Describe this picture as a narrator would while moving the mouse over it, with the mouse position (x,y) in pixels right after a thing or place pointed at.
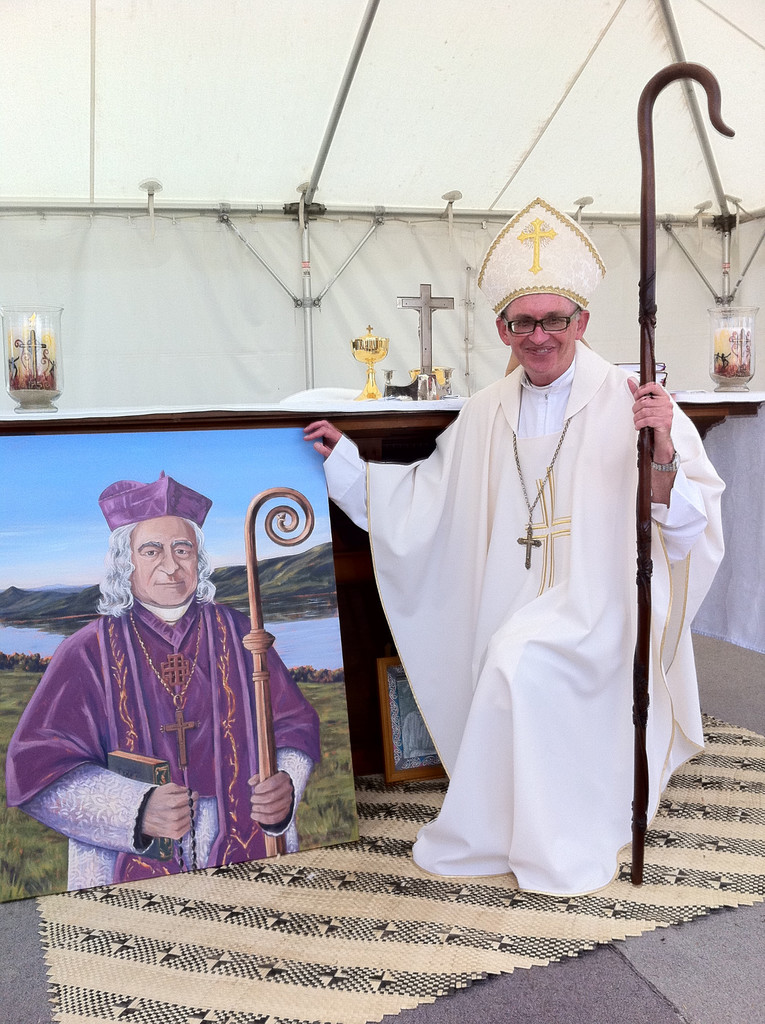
In this image I can see a priest (641,610) holding a stick (642,175) and there is a painting (227,610) of a person (48,756) on the left (56,609). There is a canopy (430,115) at the back (430,115).
